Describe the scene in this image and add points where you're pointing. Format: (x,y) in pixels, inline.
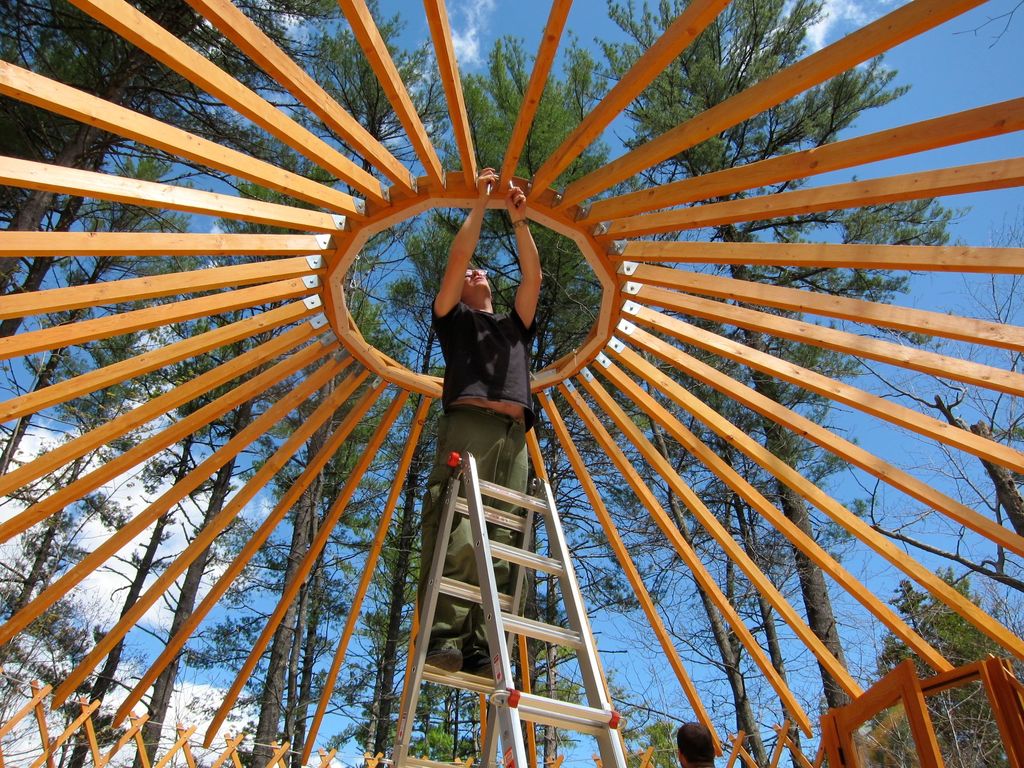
In this image, we can see a person (506,452) on the ladder (491,548) under wooden canopy (243,330). In the background (768,473), we can see some trees (748,534) and sky (903,70).
